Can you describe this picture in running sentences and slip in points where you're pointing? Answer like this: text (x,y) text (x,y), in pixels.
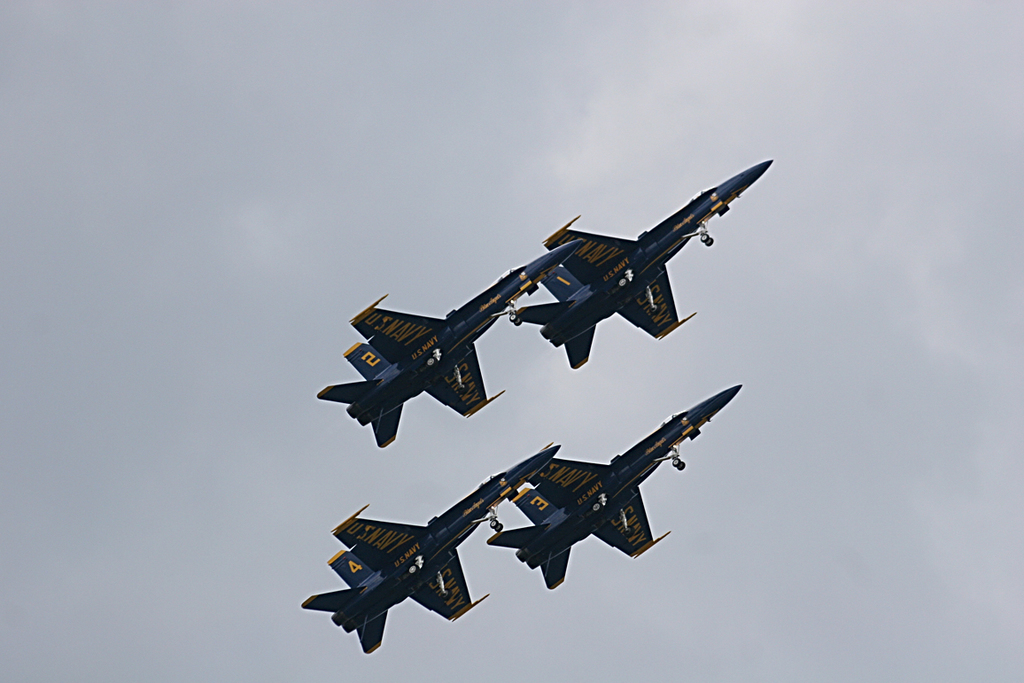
In this image I can see there are 4 aeroplanes (557,294) that are flying in the sky (541,401). These aeroplanes (473,365) are in blue color.
